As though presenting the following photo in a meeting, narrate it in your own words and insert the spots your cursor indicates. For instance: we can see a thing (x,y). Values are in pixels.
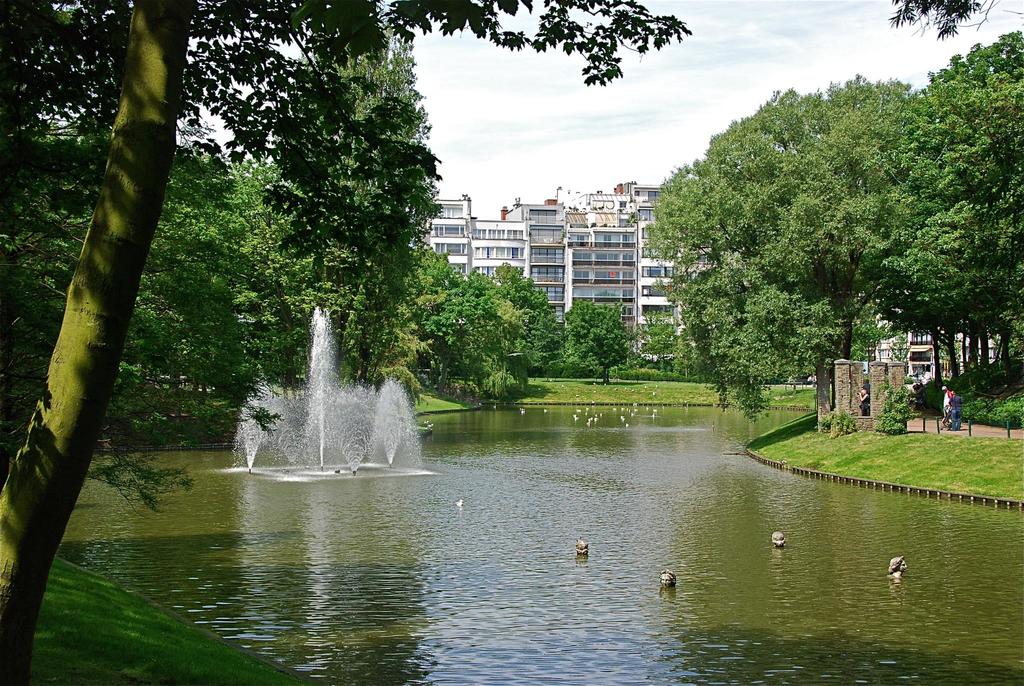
In front of the image there are stone heads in the water (491,496). There are fountains (223,472). On the right side of the image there are two people (952,426) standing on the road (963,434). There is grass (869,455) on the surface (598,382). There are pillars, poles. There are trees (888,238), buildings (604,239). At the top of the image (770,69) there are clouds (548,79) in the sky (515,67).
